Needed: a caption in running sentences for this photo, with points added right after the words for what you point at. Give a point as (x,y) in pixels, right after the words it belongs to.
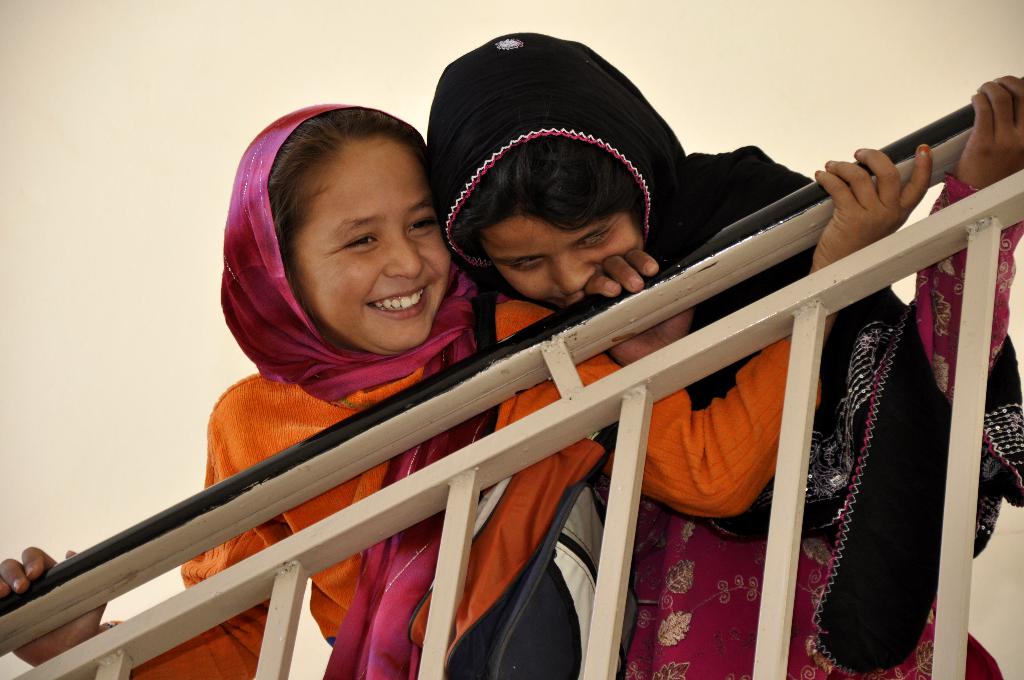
In the background (638,52) we can see the wall (688,45) painted with cream paint (684,39). We can see girls (695,480), standing near to a railing (76,571). We can see they both are holding railing (703,270) with their hands (823,251). This girl (467,330) is smiling.
